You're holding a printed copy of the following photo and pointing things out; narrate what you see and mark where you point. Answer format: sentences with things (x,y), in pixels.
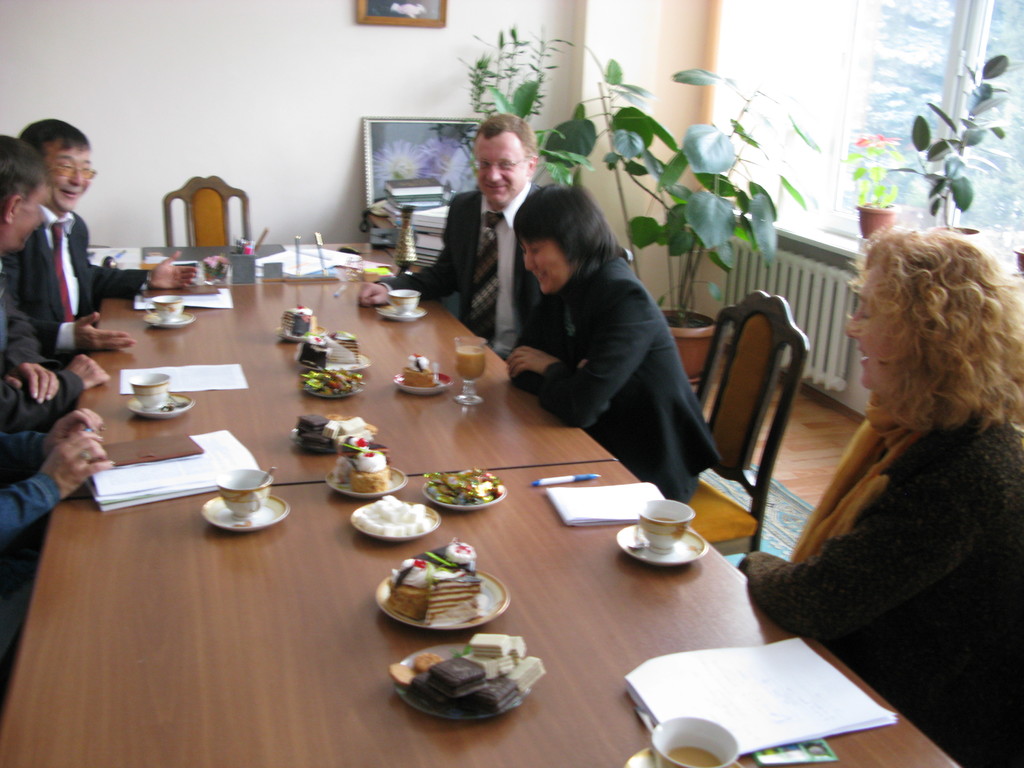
It looks like an office (369,463), some people (63,426) are sitting around the table (426,465), on the table (294,521) there are some desserts (421,355), books (156,484) and papers (149,472) are placed, straight away to the table (508,483) there are some books (427,191), photo frame (432,118) on a table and also photo frame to the wall (300,118), to the right side (695,229) there are some plants (673,214) in the background (864,150) there is a window (979,31) and outside the window (954,27) there are some trees (893,53).
